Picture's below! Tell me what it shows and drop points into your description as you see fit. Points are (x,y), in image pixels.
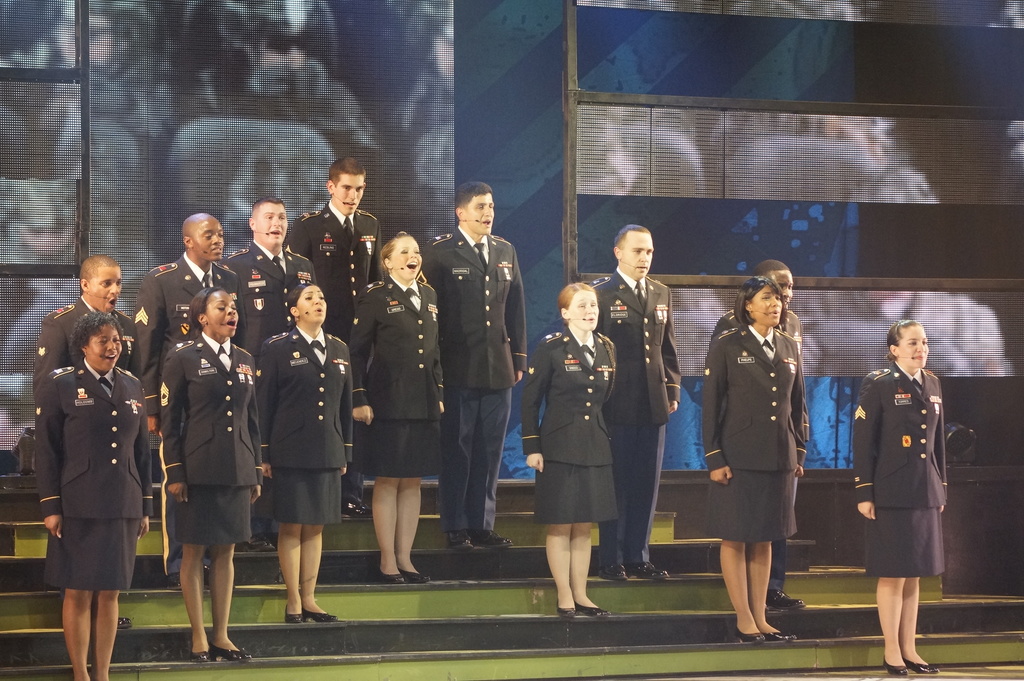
In this image I can see a group of people (347,494) are standing on the staircase (459,627). In the background (990,427) I can see a wall (983,217) and screen (322,147). This image is taken may be during a day.
